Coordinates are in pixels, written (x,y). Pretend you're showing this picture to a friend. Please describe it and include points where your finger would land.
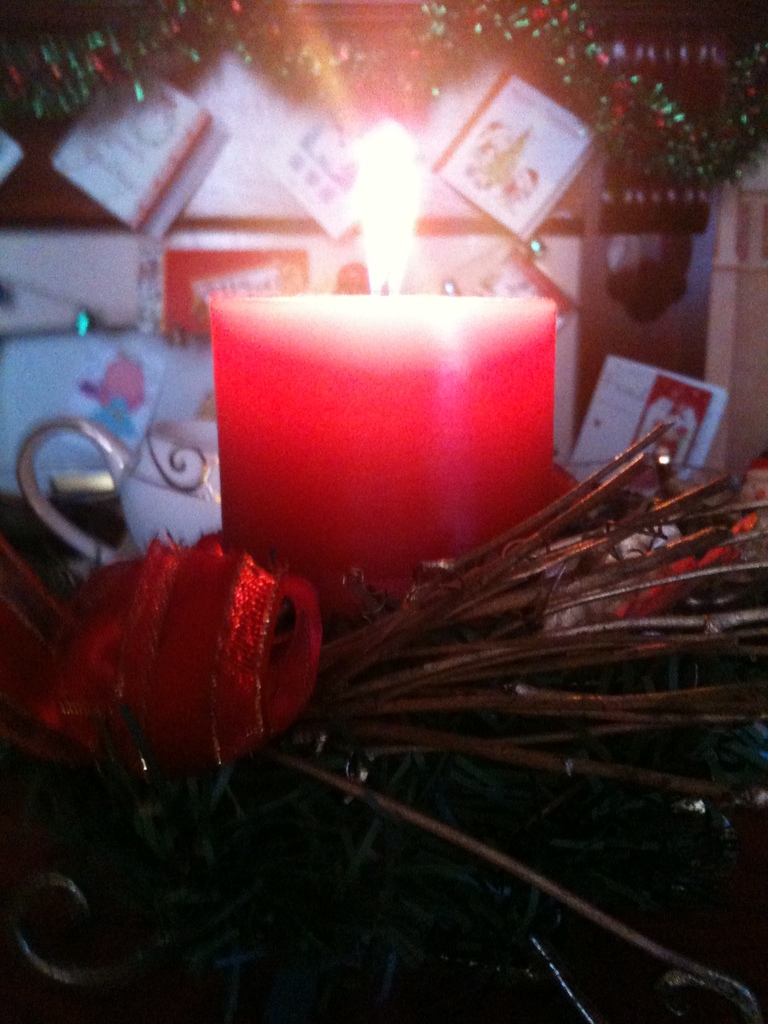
In the middle of this image (373,425) there is a candle (452,329). At the bottom (427,853) few leaves (322,861), sticks (637,706) and a red cloth (273,662) are visible. In the background (347,262) there are few greeting cards (140,152) attached to the wall (588,167).
